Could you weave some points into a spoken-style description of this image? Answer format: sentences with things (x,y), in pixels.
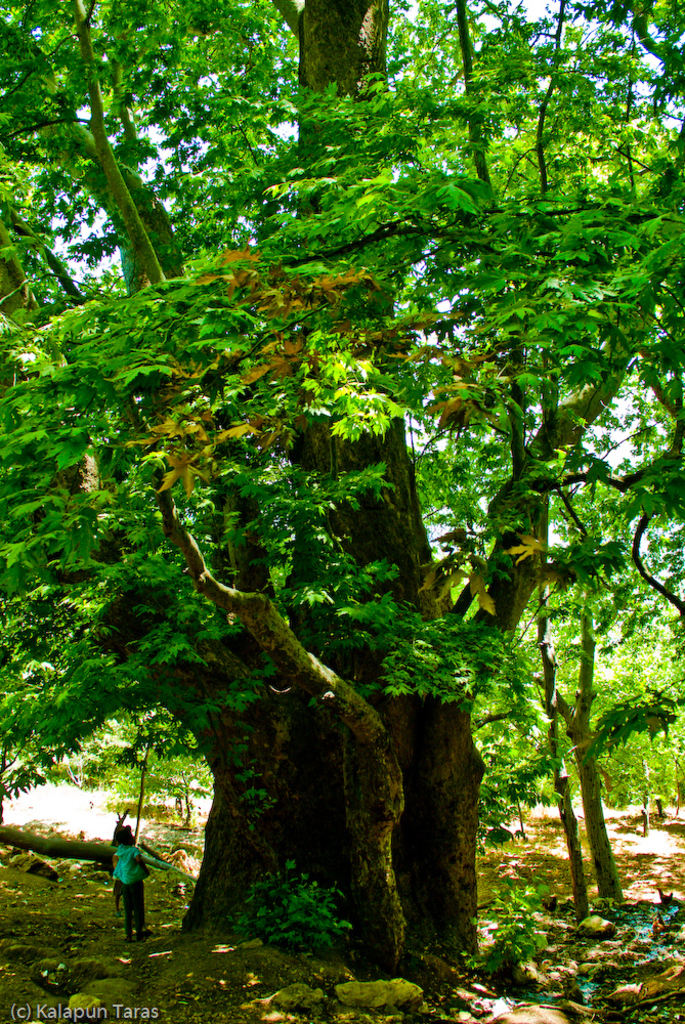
In the image there are two person (128,896) standing under a huge tree (366,390), in the back (570,703) there are many trees (682,777) on the land (121,944) with stone (372,1003) on the land (638,846).
